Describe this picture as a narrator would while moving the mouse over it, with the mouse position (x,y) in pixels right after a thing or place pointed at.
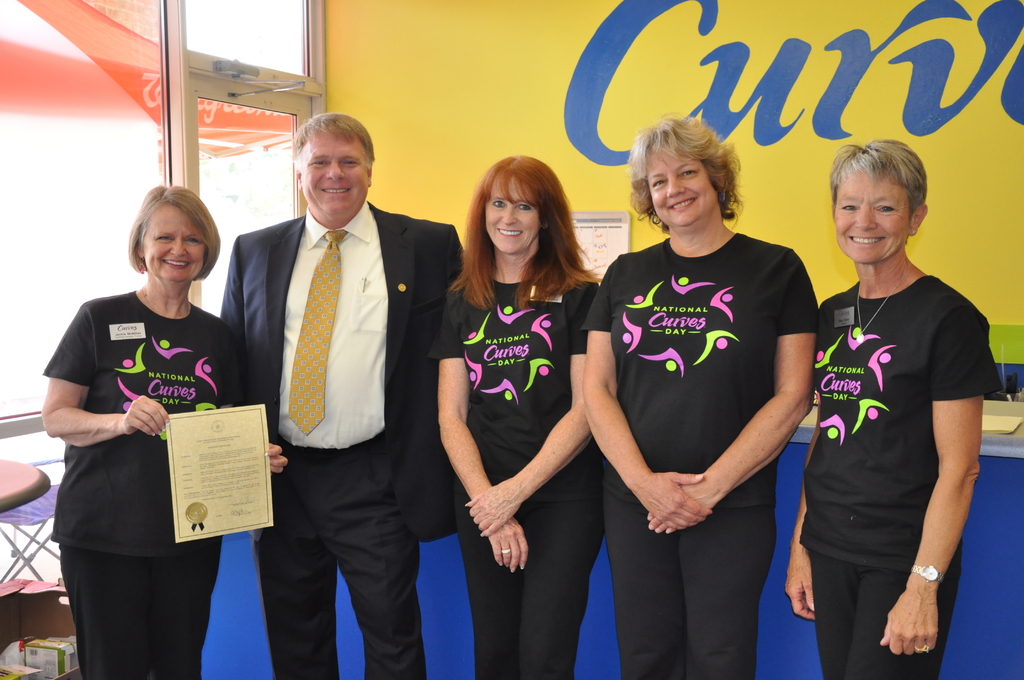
In the foreground of the picture (340,316) there are group of people (144,498) standing. On the left (16,578) there are boxes (5,626), chair (19,507), table (38,492) and window (67,128). In the center of a picture there is a desk (981,453) in blue color and there are door (242,110) and wall (519,102) painted yellow. on the wall (738,81) there is text (593,79). On the right (1021,420) we can see a book (994,420).
